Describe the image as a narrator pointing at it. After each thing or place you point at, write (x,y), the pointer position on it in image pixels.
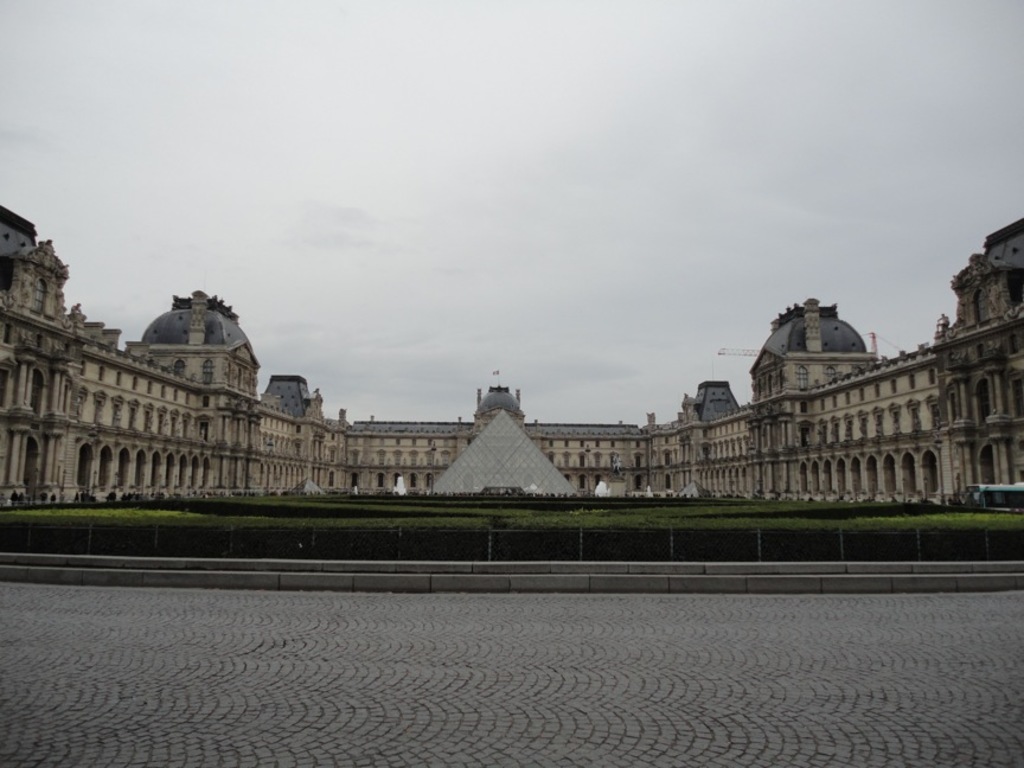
In this image we can see there is a building (600,471) and pyramid (471,474) in front of that, also there are so many plants (160,515).
